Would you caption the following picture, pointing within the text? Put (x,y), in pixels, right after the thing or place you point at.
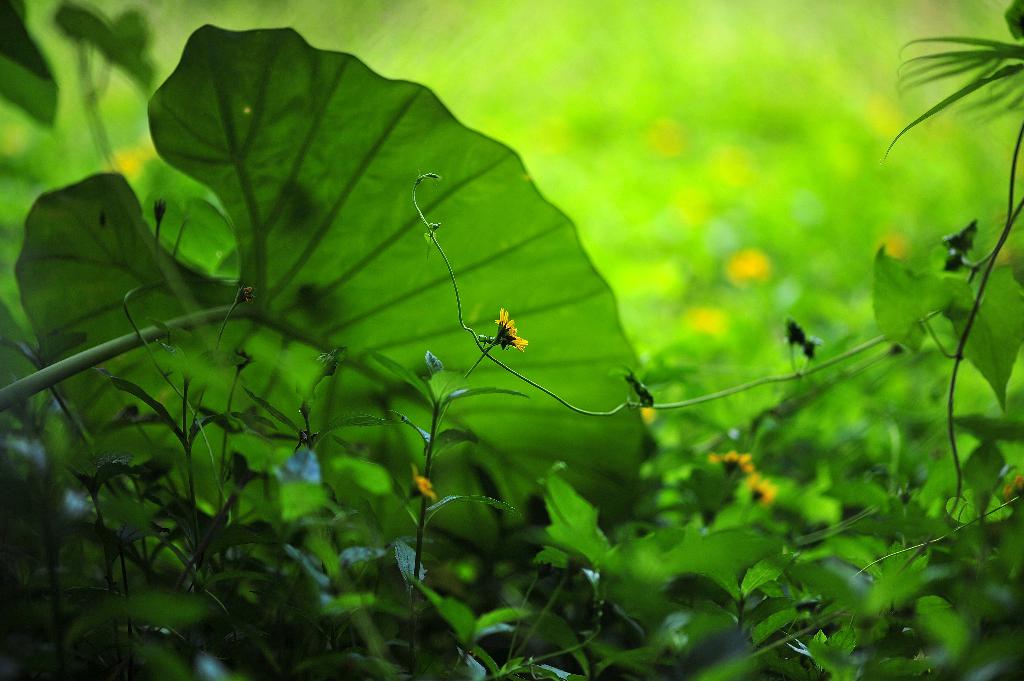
In the image there are few green plants (611,449) and some of the plants (454,402) have yellow flowers (512,345).
